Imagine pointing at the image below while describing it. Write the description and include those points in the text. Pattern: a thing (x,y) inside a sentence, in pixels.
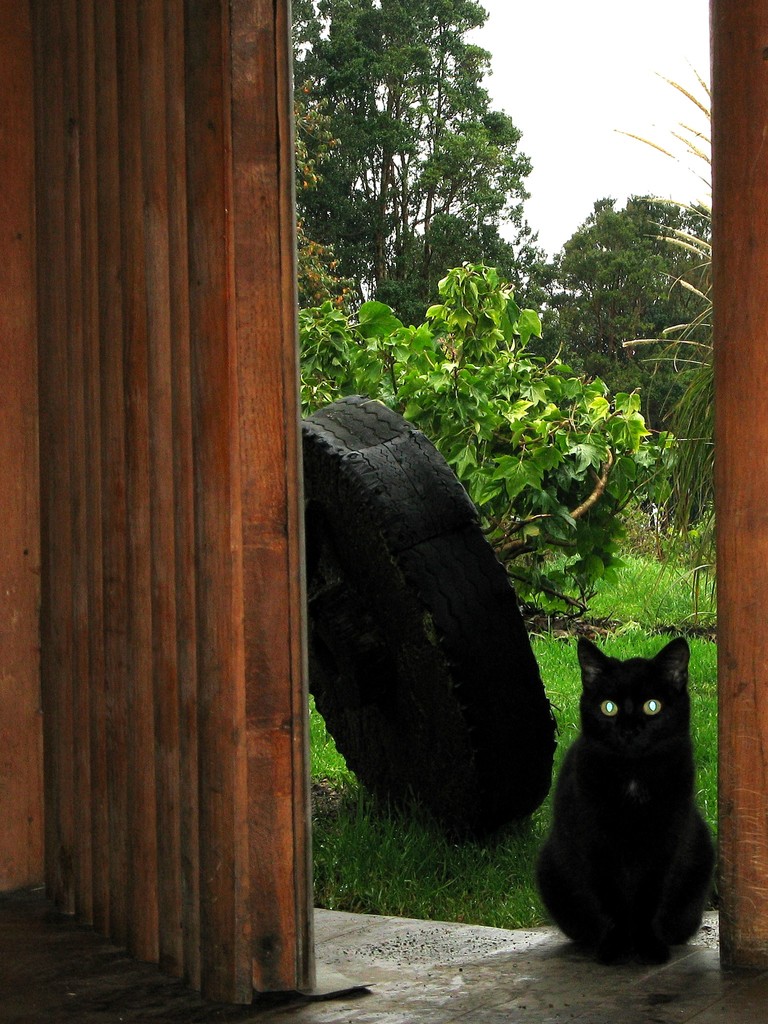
As we can see in the image there is a black color cat (626,794), Tyre (413,693), grass (425,846), plants (544,587), trees (555,336) and sky (609,125).
